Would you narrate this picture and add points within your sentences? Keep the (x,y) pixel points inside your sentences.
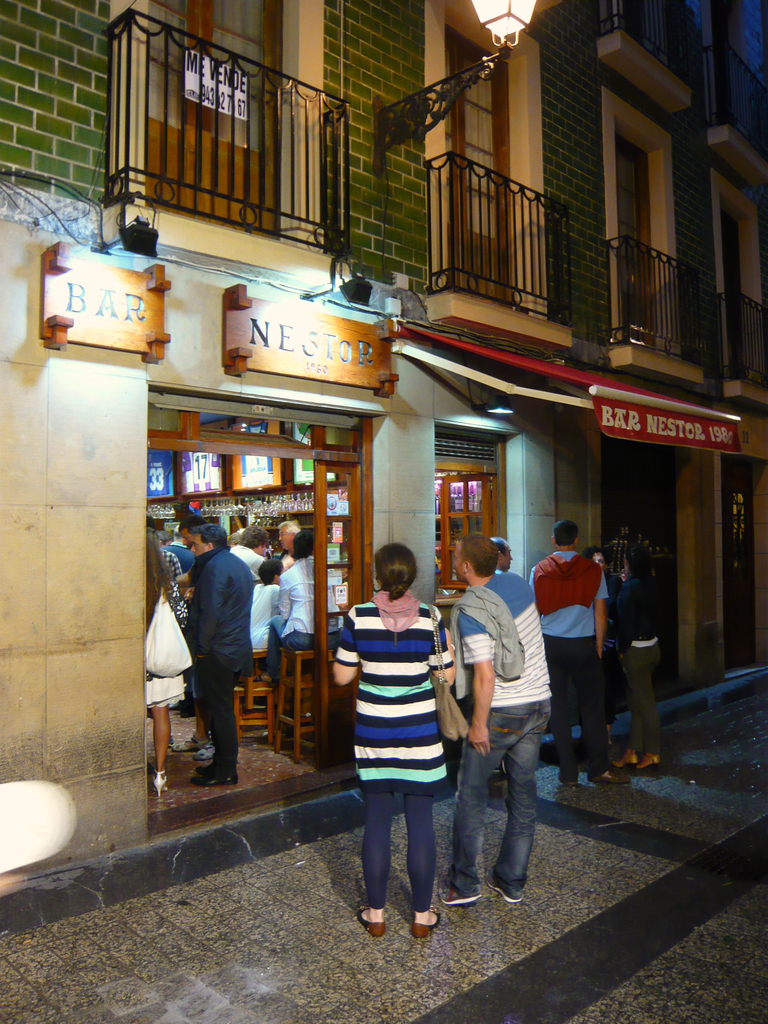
In this picture we can see people (387,864) on the ground (321,899), here we can see a building (203,820), name boards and some objects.
